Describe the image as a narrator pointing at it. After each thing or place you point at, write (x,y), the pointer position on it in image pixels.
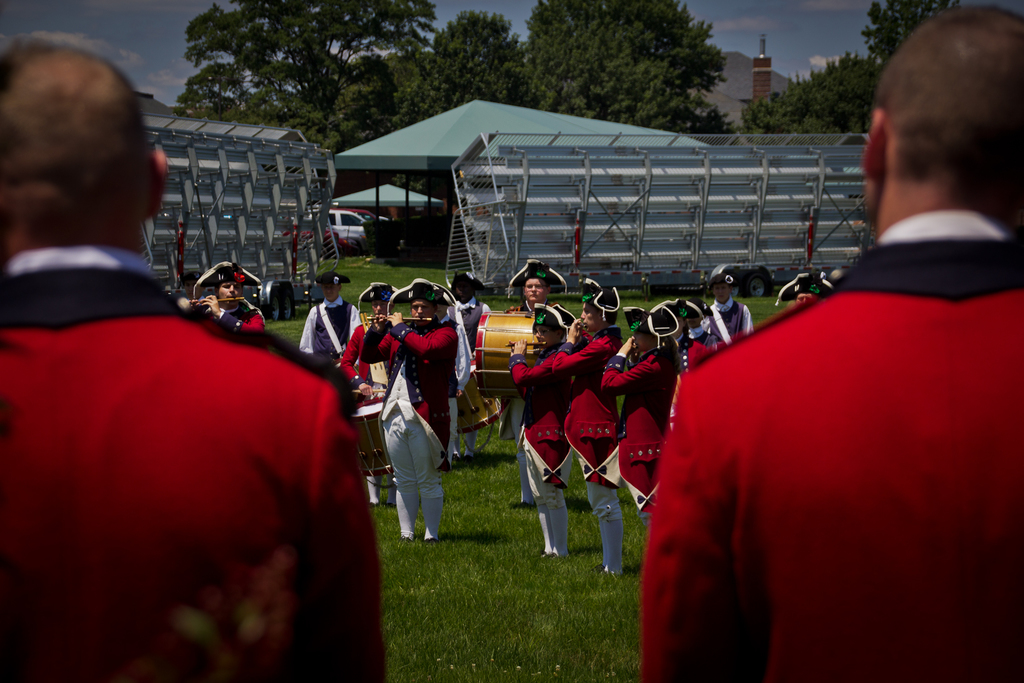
In this image we can see there are two persons (804,593) standing on the floor (622,666), in front of them there are a few people (525,406) standing and playing flutes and drums (379,433). In the background (425,141) there is a shed (417,151) and cars (361,237) parked, trees (378,88) and sky (739,41).
